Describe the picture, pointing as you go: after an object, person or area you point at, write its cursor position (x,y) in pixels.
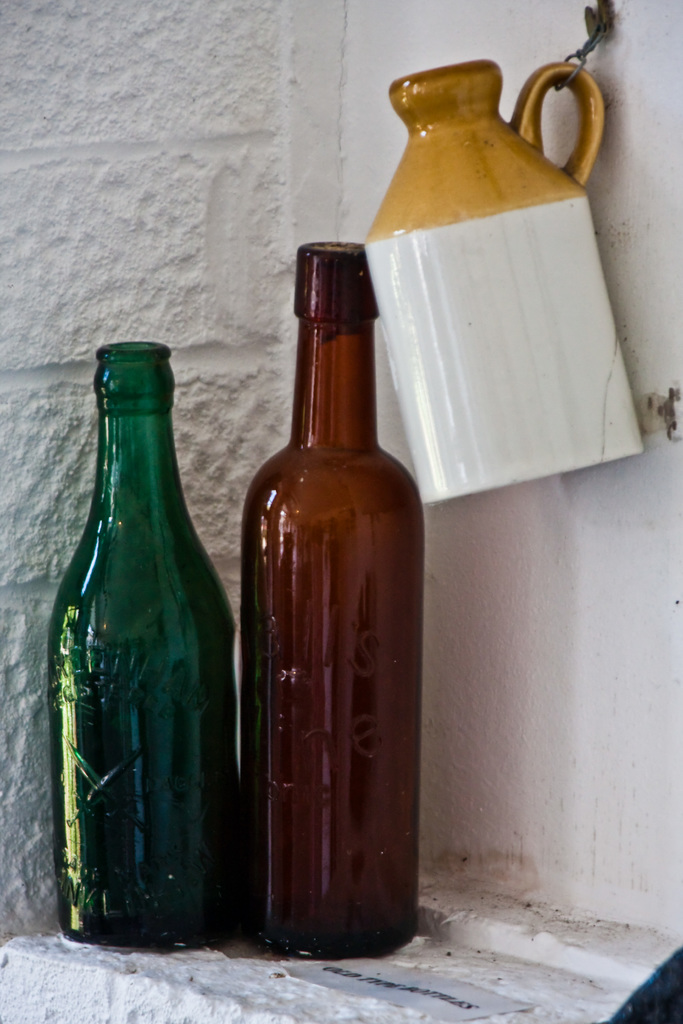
In this image there are two bottles (347,541) and a jar (490,360). The jar (517,313) is hanged to the wall (84,201). In the background (13,874), there is a wall (188,171) in white color.
